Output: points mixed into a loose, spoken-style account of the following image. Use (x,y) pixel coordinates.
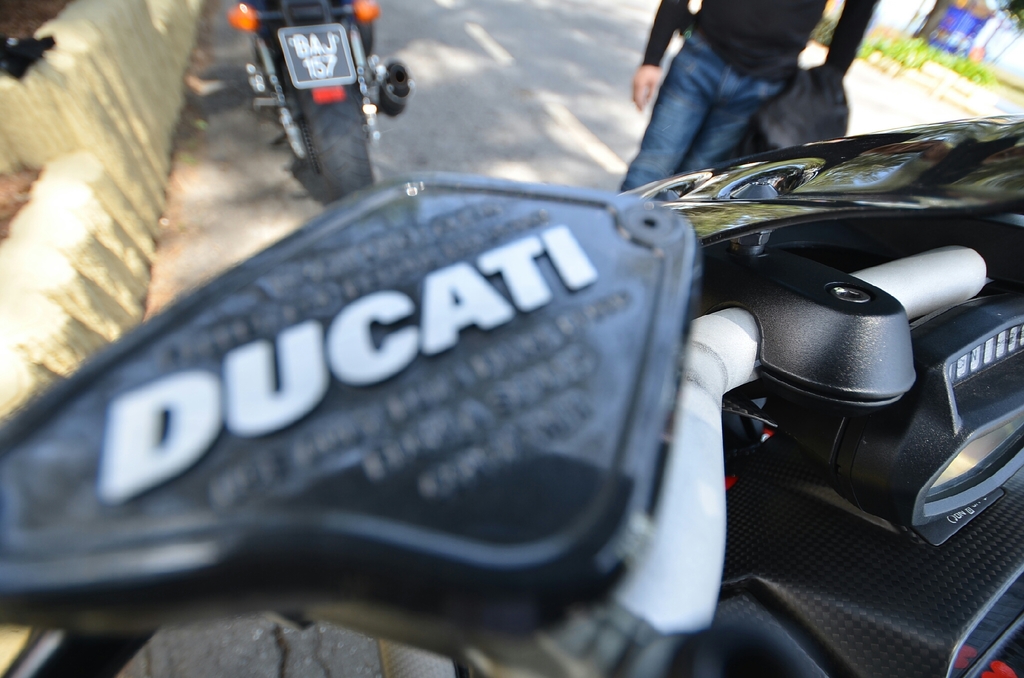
In this image we can see a part of a vehicle (706,389) with something written on that. In the back (292,137) there is a motorcycle (351,71) and a person (705,64) holding something in the hand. And there is a road (510,77). On the left side (131,142) there is a wall (133,107).
